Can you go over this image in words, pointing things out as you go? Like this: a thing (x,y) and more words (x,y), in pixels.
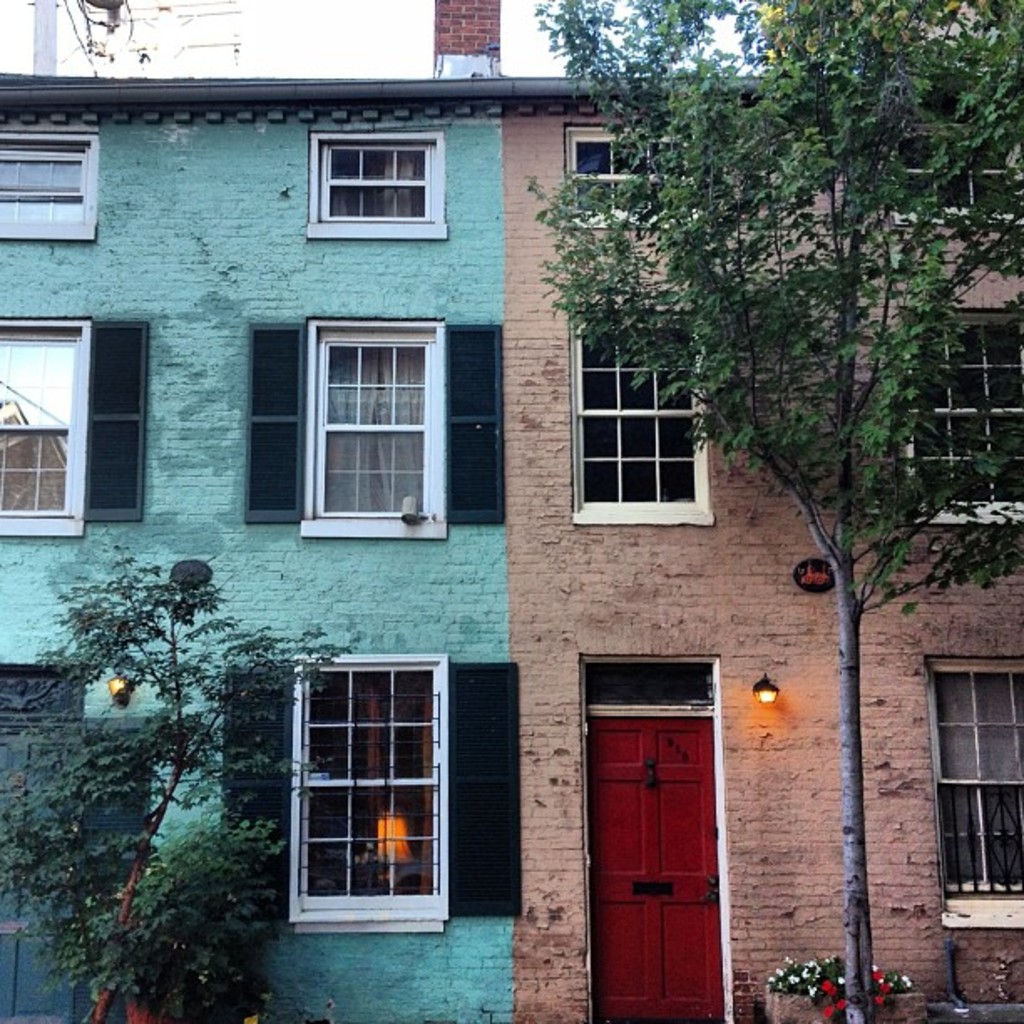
In this image in the center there are trees (176,872) and in the background (640,766) are buildings (440,594) and on the buildings (678,592) there are lights (760,685) and windows (354,464) and in front of the building (779,960) on the right side (802,990) there are flowers (821,987).
